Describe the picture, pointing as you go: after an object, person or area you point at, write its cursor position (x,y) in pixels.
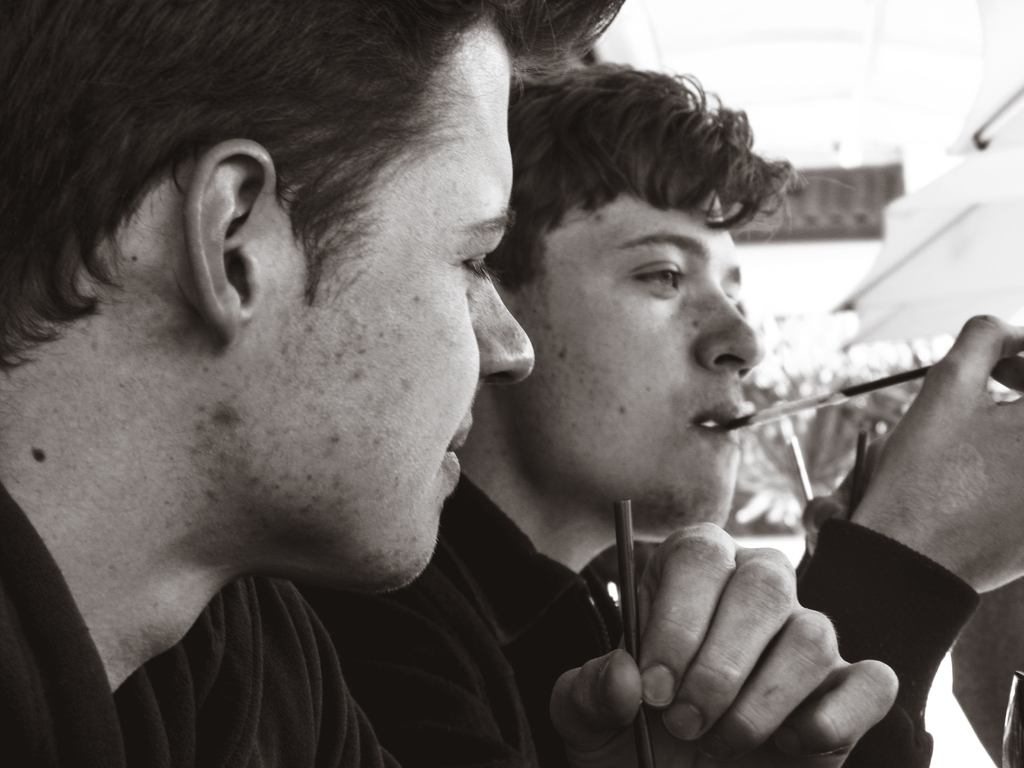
In this image I can see the black and white picture in which I can see two persons (359,376) wearing black colored dresses (298,652) are holding few objects (798,413) in their hands (594,717). In the background (875,374) I can see few objects (832,378) which are blurry.
